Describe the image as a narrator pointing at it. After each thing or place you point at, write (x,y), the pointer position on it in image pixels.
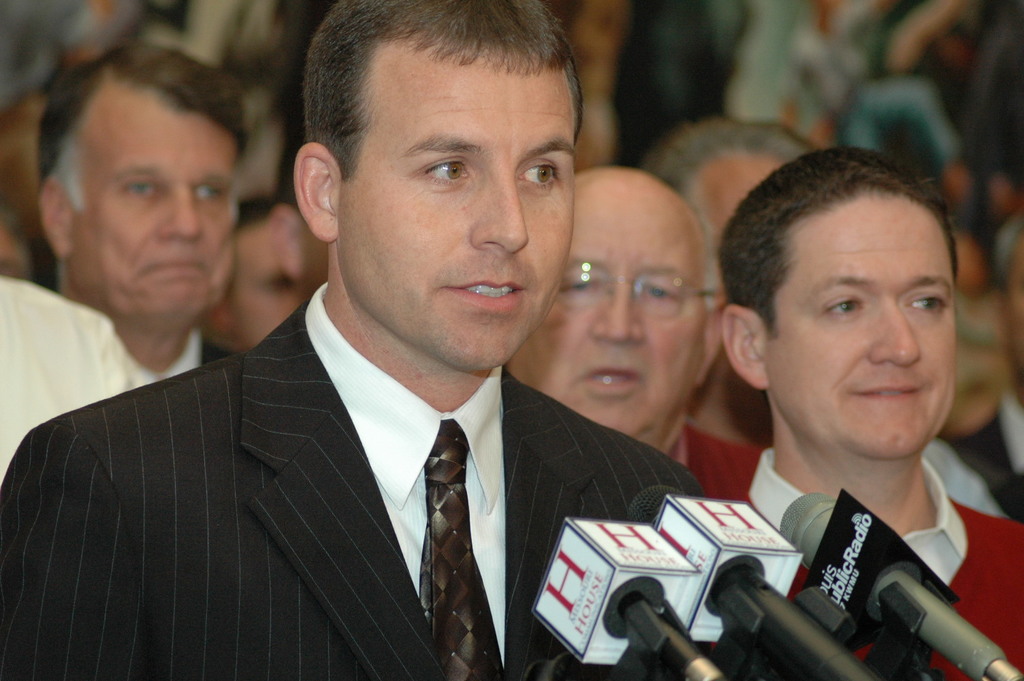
In this image there is a person (406,330) he is wearing white shirt (413,455) black coat (410,649) and a tie (469,575), in front of him there are mics (654,597), in the background (647,273) people (738,292) are standing.
